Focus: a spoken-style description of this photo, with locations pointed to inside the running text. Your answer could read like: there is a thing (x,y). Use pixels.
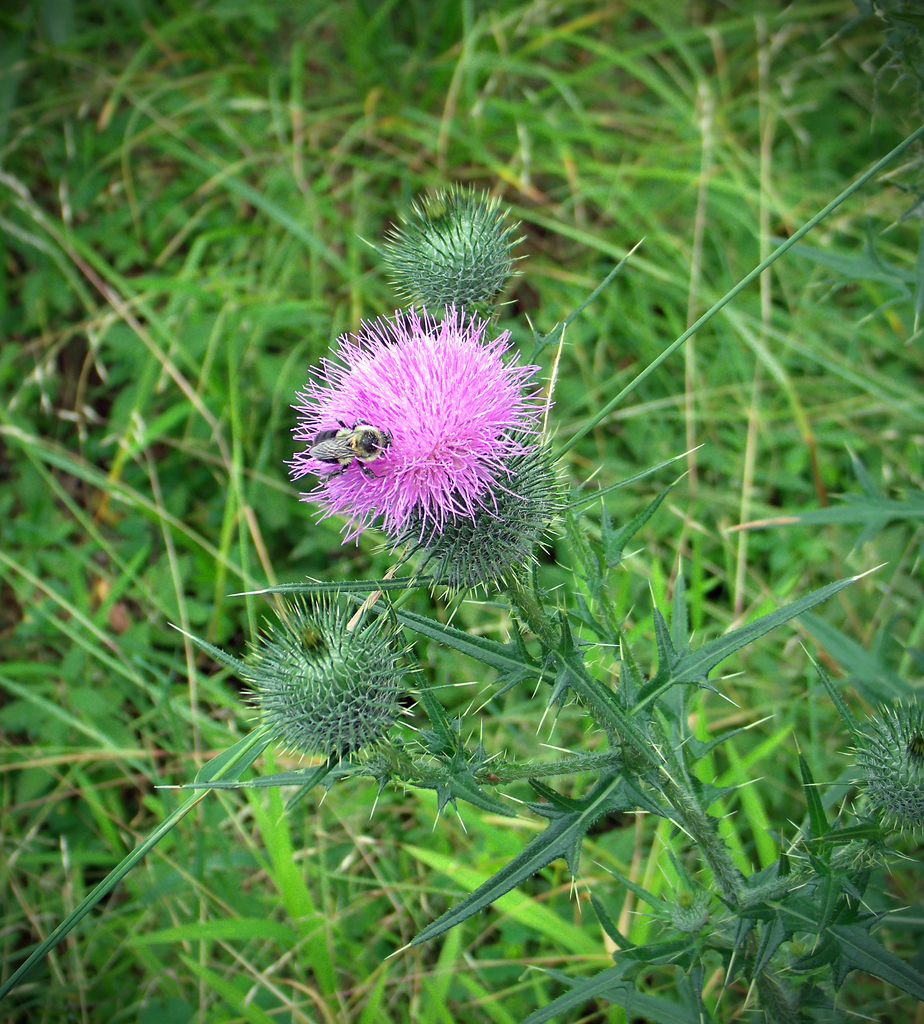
This is a zoomed in picture which is clicked outside. In the center (329,447) there is a bee (350,454) on the pink color object (436,400) seems to be the flower (418,468) and we can see the plant (480,646). In the background (749,215) we can see the grass (733,203) and the ground (2,458).
